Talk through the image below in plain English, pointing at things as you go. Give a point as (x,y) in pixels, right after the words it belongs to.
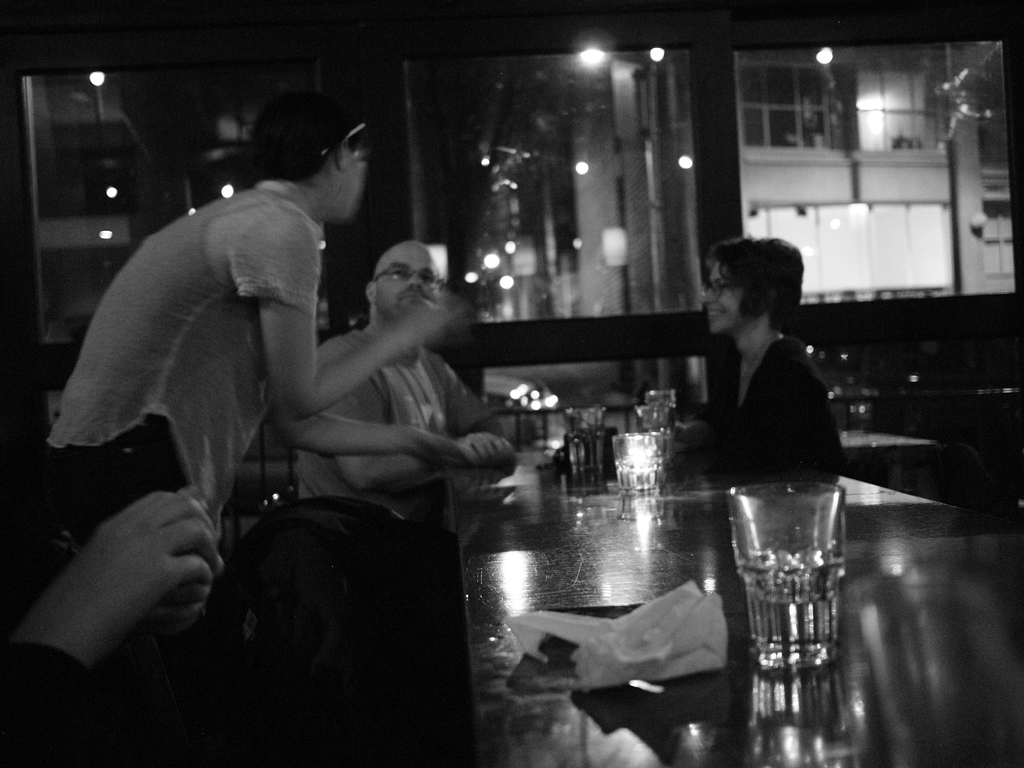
in this image some person (787,379) are sitting on the table (610,482) and some table (897,549) and chairs (378,671) are present in the room (980,420) some glasses (921,672) are also present on the table (663,496) and some paper (684,635) also there on the table (712,545) and they could be talking each other and another person (151,615) is standing but he is not visible the only hand (99,583) should be visible.
